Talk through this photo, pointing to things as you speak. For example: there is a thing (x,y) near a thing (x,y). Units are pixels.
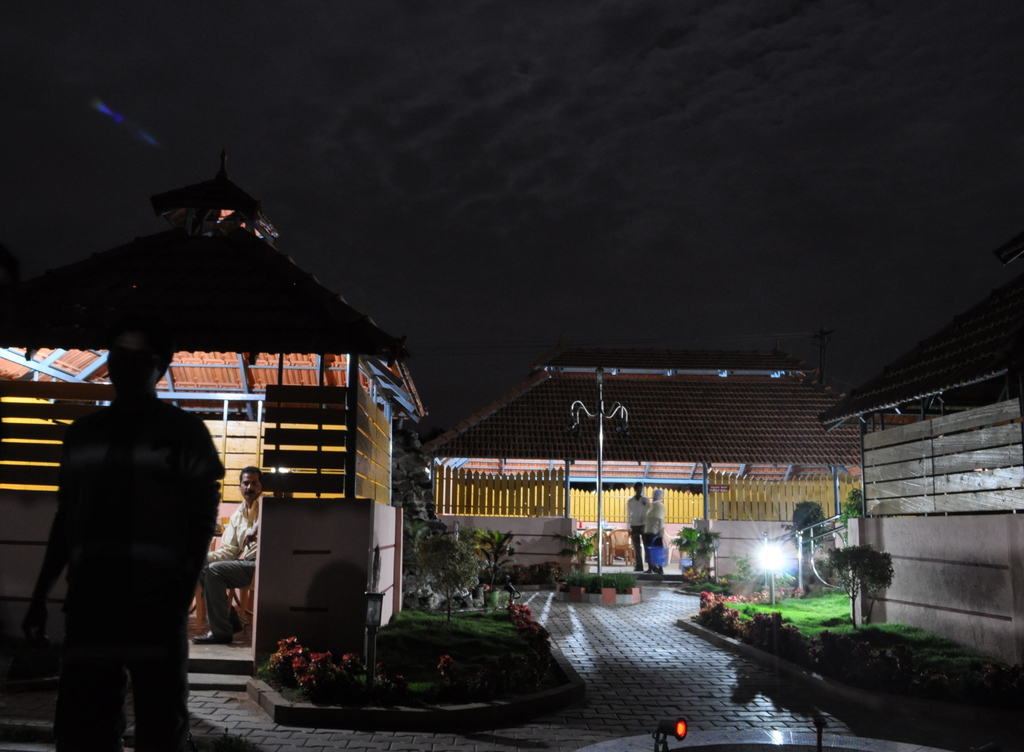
On the left side (159,441), there is a person (157,457) standing and there is a person (253,505) sitting in a shelter (208,401). On the right side (780,717), there is a road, there is a garden (842,614) and there is a light (764,546). In the background (656,567), there are two persons (656,517) standing on a floor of a shelter (651,464). And the background (882,138) is dark in color.
